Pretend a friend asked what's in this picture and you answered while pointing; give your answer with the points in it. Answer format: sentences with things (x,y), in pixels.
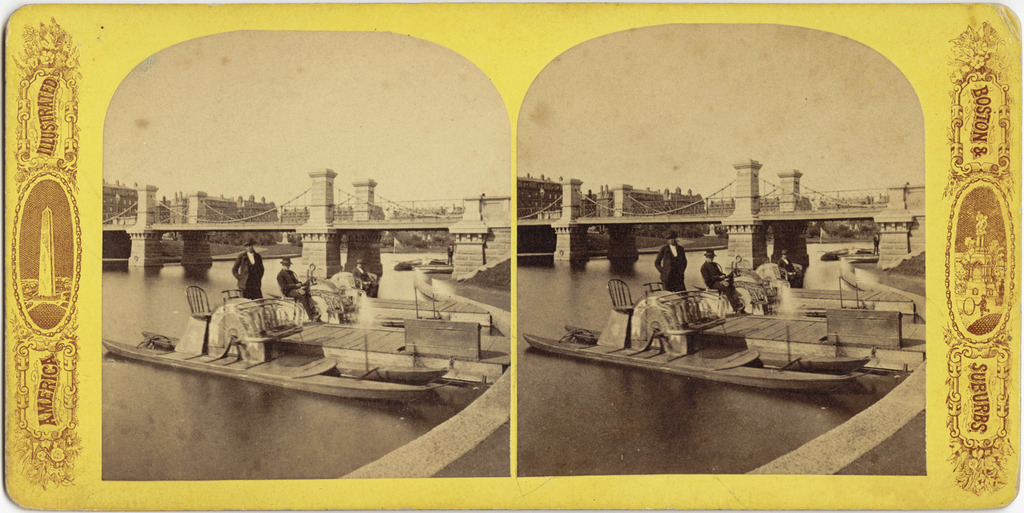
In the picture we can see a card (965,365) with two photographs (866,345) on it with a water (144,423) and some boats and some people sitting on it, behind it we can see a bridge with railing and behind it far away we can see some buildings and sky (684,61).
